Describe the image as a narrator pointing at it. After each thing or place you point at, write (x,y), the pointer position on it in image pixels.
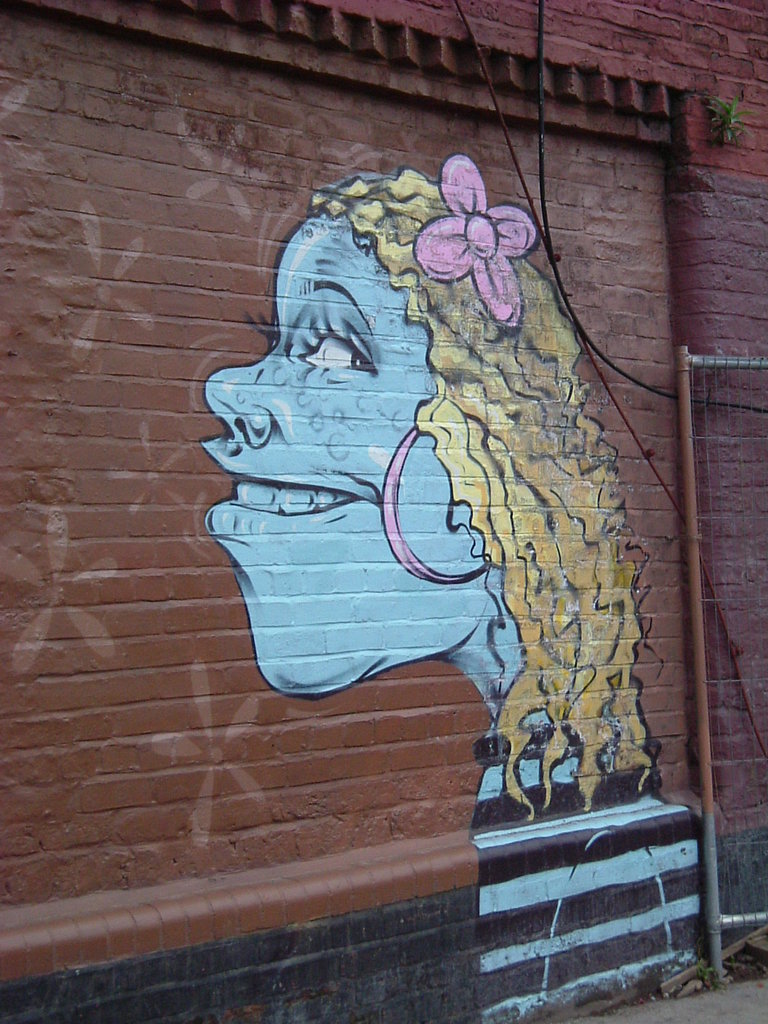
In the image there is a graffiti (438,479) of a girl (421,414) on the wall (112,745).
